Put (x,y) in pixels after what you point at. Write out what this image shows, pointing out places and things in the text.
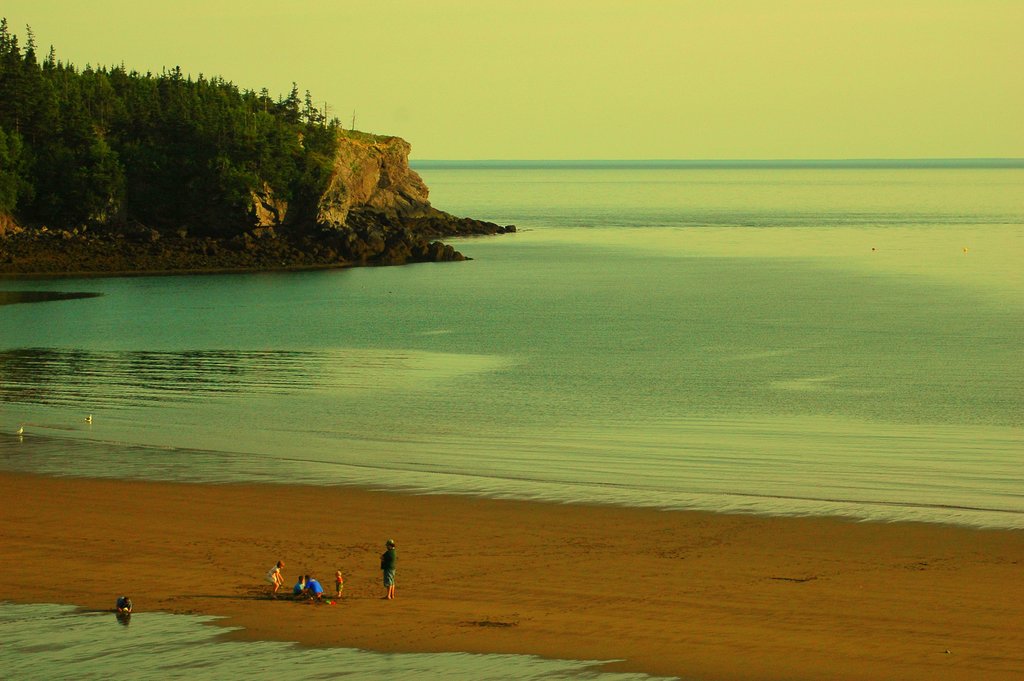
In the image we can see a person (390,549) and children's (311,581), they are wearing clothes (395,573) and it looks like the beach (824,573). Here we can see trees (126,111), rocks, water (443,319) and the sky (601,59).
